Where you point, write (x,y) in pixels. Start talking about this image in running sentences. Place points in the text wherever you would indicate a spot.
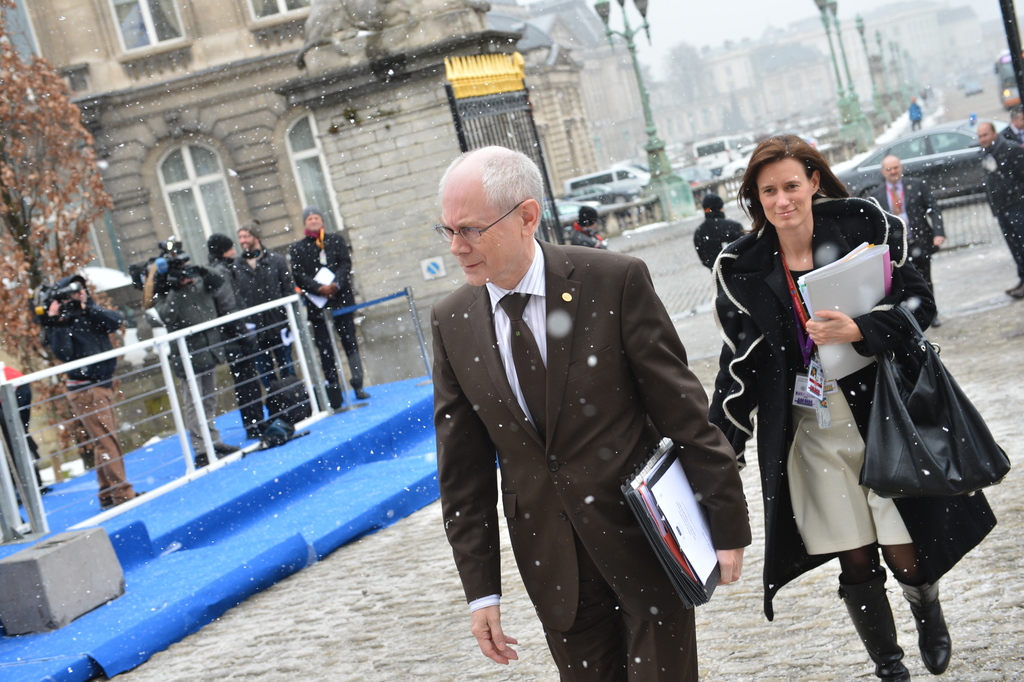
This picture describes about group of people (572,267), few are standing and few are walking, in the right side of the given image we can see a man (582,382) and woman (762,339), they are holding papers (683,524) in their hands (855,336), in the left side of the given image we can find few people (221,297) are holding cameras (180,245), and also we can see few trees (6,140), poles (668,158), vehicles (711,158) and buildings (255,131).
